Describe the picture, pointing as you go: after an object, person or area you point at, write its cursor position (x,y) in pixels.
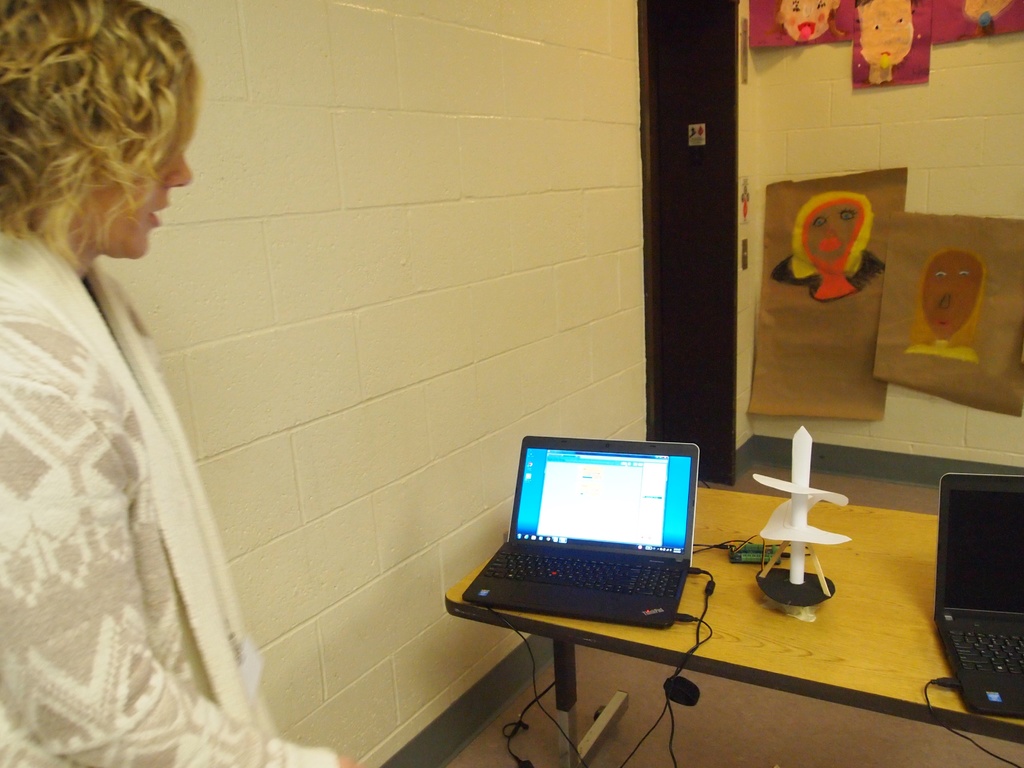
This image is taken indoors. On the left side of the image (6,680) there is a woman (70,344). At the bottom of the image (544,728) there is a floor (835,741). On the right side of the image (864,566) there is a table (836,507) with two laptops (643,517) and a few things (723,545) on it. In the background (493,202) there is a wall (531,288) with a door (670,269) and a few paintings (825,282) on it.
